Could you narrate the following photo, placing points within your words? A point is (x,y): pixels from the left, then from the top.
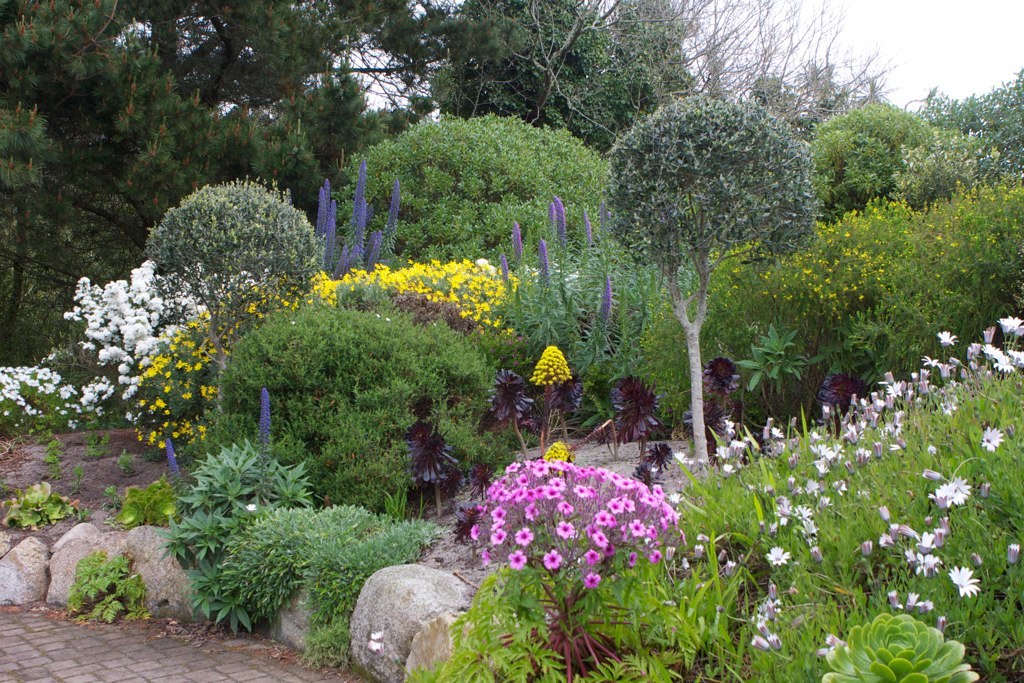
In this picture we can observe different colors of flowers (545,493) which are in white, yellow and pink colors. There are some plants (400,226) and trees (342,83). We can observe some stones (160,576) here. In the background (818,41) there is a sky (855,41).
